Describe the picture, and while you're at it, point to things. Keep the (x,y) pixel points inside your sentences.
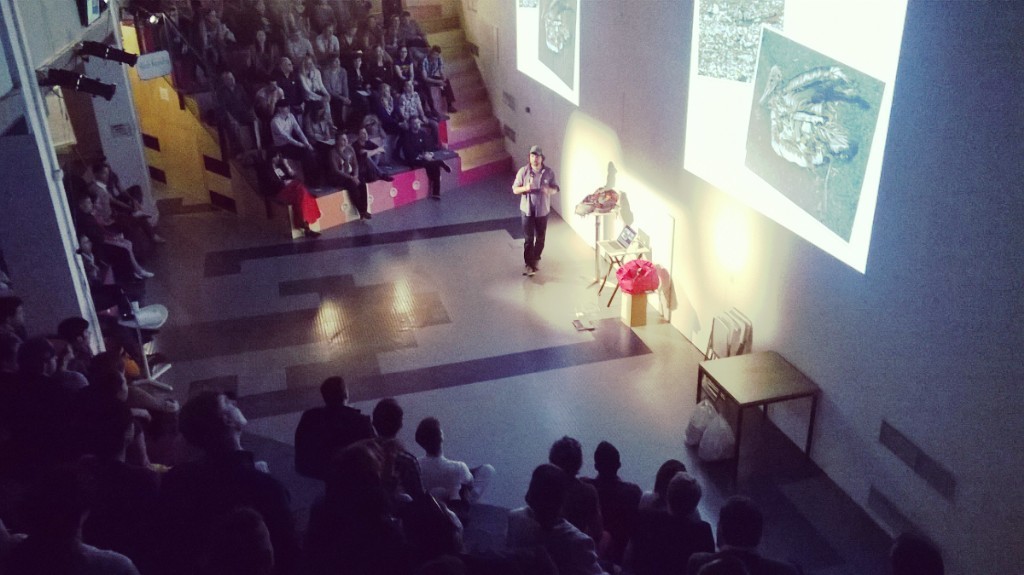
In the center of the image (537,231) we can see a person (538,204) standing on the floor (530,294), a laptop (621,239) and some bags (651,282) are placed on tables (615,255). On the right side of the image (818,201) we can see screen (823,127), chairs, table (780,361) and covers (716,438) placed on the ground (776,482). In the background (291,131), we can see group of audience (283,148), some lights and pillars (104,131).
